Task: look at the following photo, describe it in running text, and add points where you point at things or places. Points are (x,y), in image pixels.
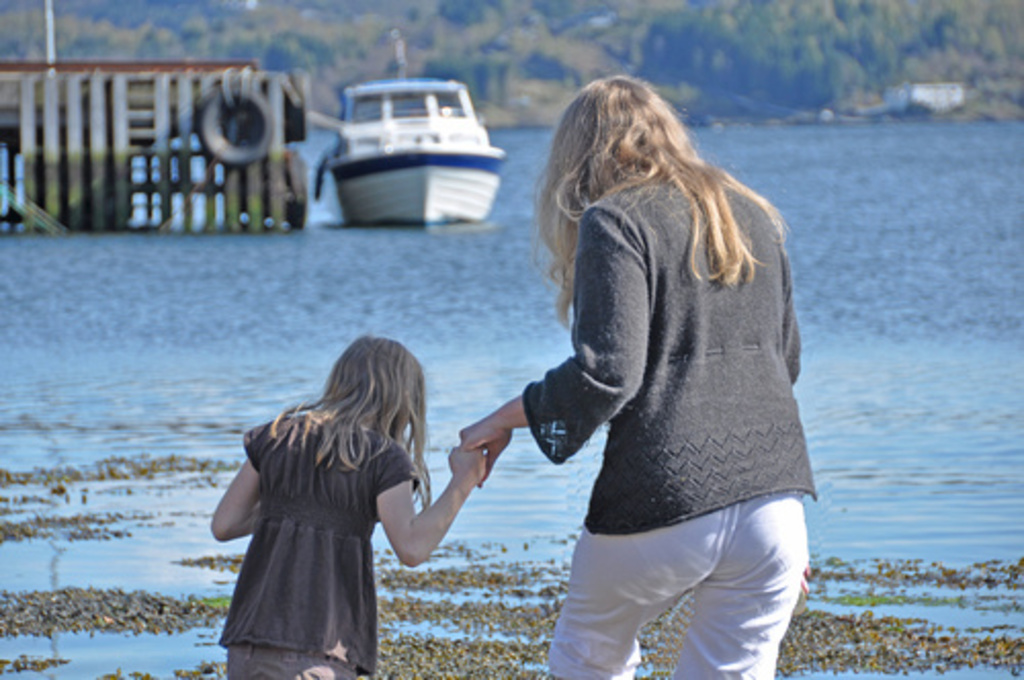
Background (902,33) portion of the picture is blurry and we can see the trees (709,30). In this picture we can see a boat (356,129), bridge (183,75), tyre (265,124) tied with a rope (227,84), wooden planks (23,113). At the bottom portion of the picture (772,622) we can see a woman (710,415) holding the hand (480,457) of a girl (471,468). They are near to the sea shore (97,651).
